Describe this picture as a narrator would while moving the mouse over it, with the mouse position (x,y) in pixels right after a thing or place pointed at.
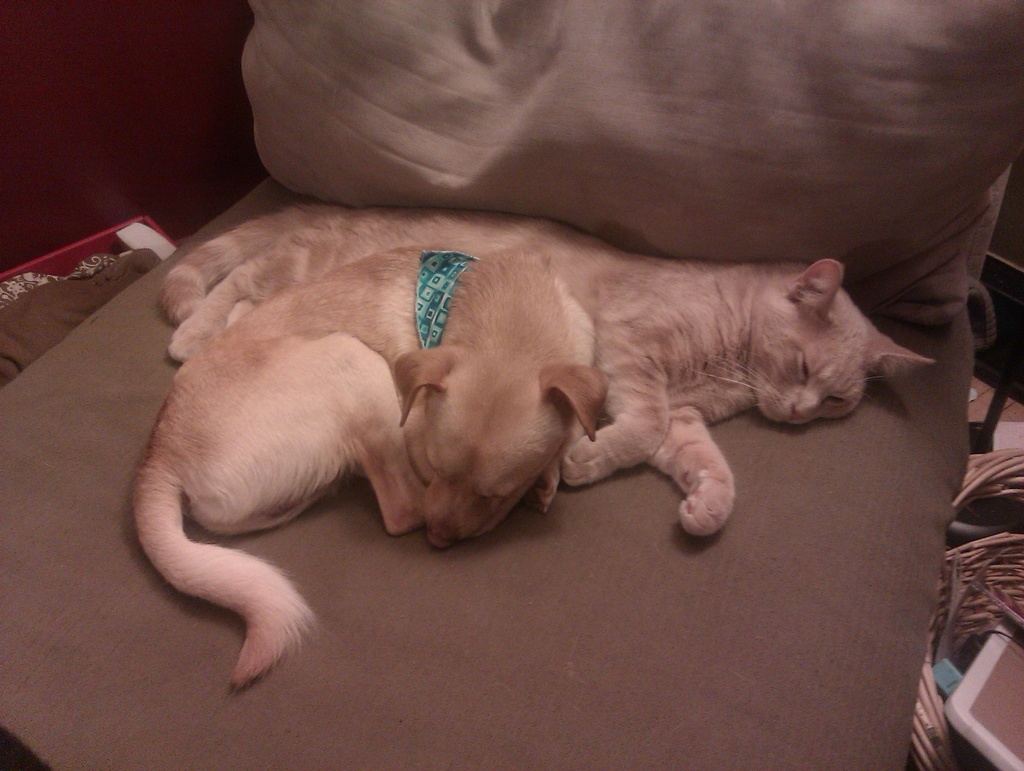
In this image in front (622,440) there is a cat (650,396) and a dog (529,465) on the couch (423,700). In the background of the image (146,132) there is a wall (148,154). On the right side of the image (1005,585) there are some objects (933,640).
